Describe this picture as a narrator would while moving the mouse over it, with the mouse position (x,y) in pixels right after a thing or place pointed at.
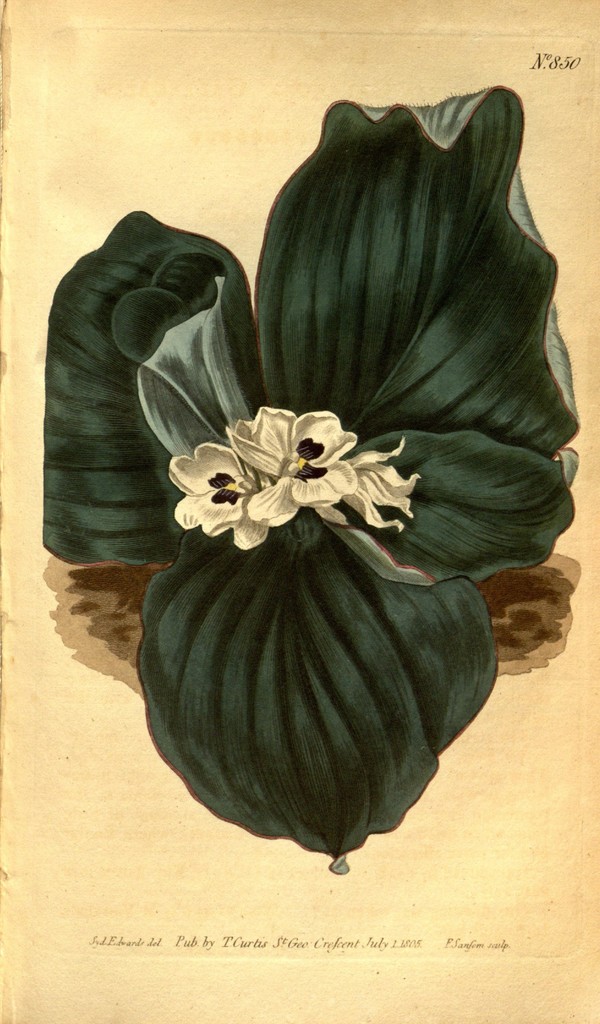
In this image there is a paper (255,923) with a depiction of a plant (300,453) and flowers (287,463) on it and there is a text (344,942) on the paper (372,962).
